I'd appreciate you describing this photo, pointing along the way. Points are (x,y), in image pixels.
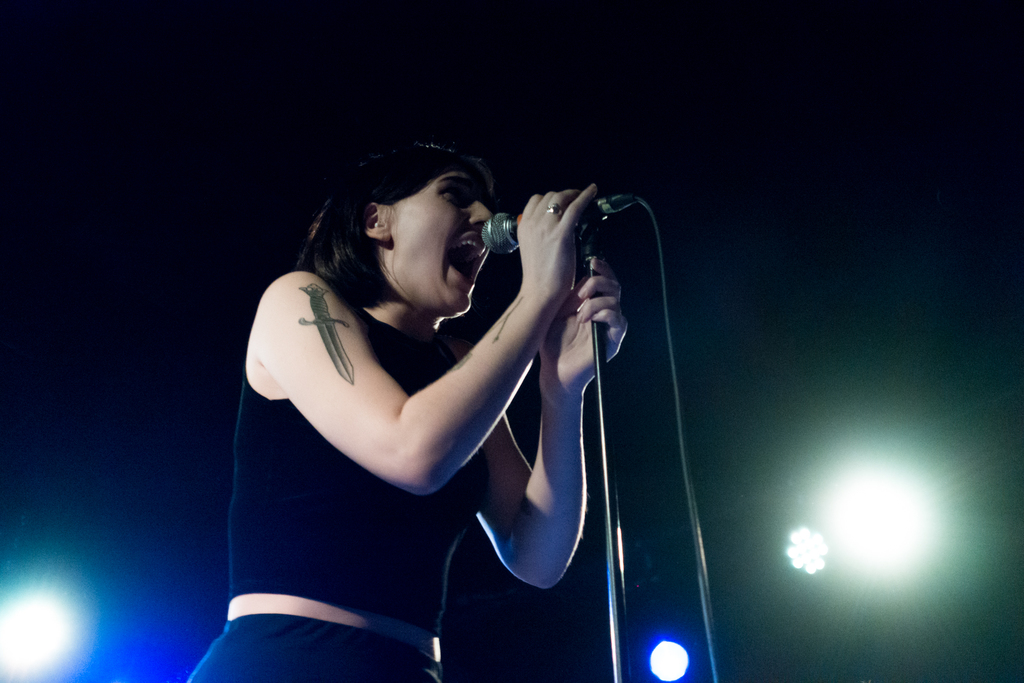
A woman (443,403) is standing and singing on the microphone (506,244) behind her there are lights (869,537).
